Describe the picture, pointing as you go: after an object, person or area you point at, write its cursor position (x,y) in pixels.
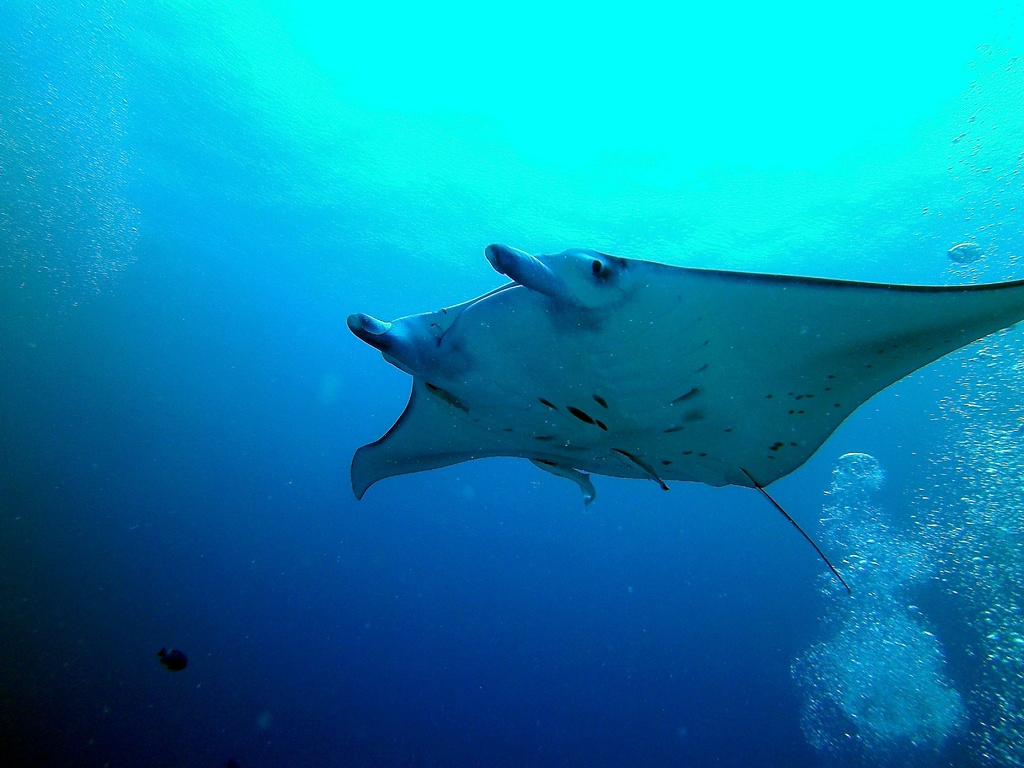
In this image I can see the picture inside the water (615,524) in which I can see a aquatic animal (632,361) which is white and black in color and few air bubbles (870,605) in the background (983,230).
